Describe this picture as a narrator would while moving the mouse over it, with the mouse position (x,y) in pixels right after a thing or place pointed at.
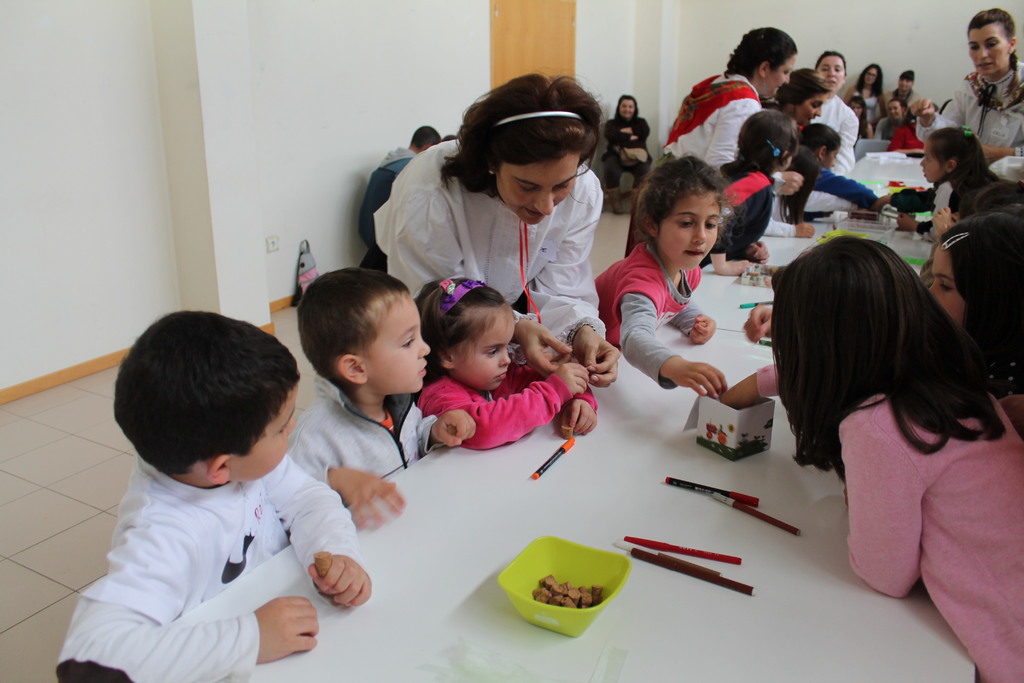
In this image we can see a group of children (931,324) standing in front of a table (640,408). In the background (926,129), we can see group of people (690,123). One woman (536,212) is wearing a headband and a white shirt (450,220). One person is sitting on a chair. On the table (817,552) we can see a group of pens (694,567) and bowl (595,577) containing food (552,582) and a bag (301,281) placed on the floor (290,331).
